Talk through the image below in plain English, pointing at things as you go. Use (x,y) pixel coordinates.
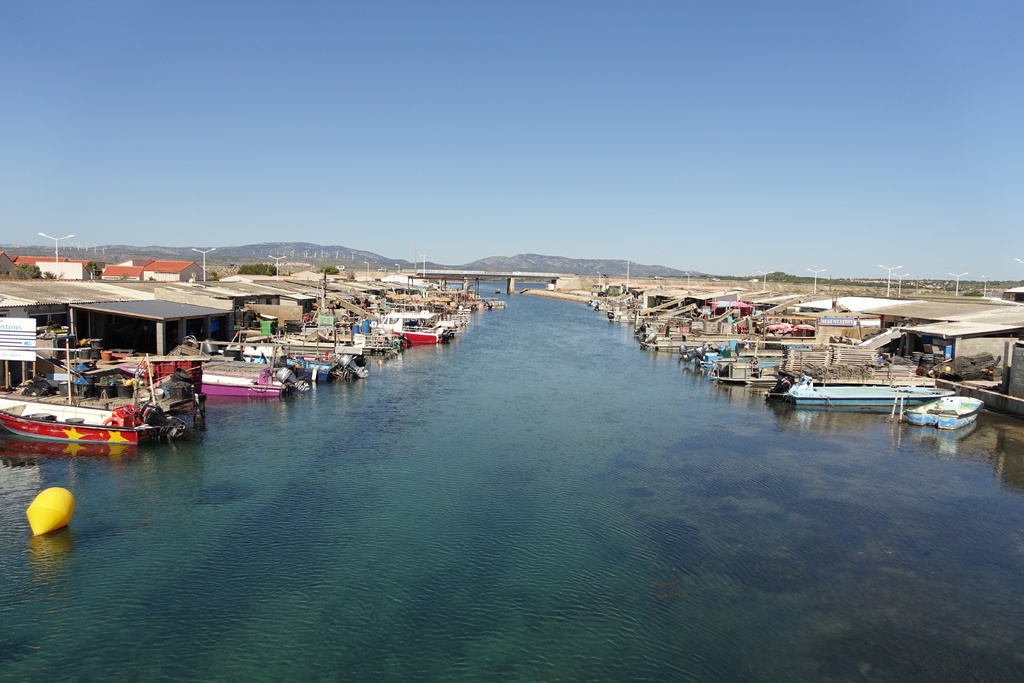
There is water surface (397,388) in the foreground area of the image (424,424), there are boats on the water surface (585,348), houses (857,307), poles (631,259), mountains (599,267) and the sky (625,244) in the background (465,204).
